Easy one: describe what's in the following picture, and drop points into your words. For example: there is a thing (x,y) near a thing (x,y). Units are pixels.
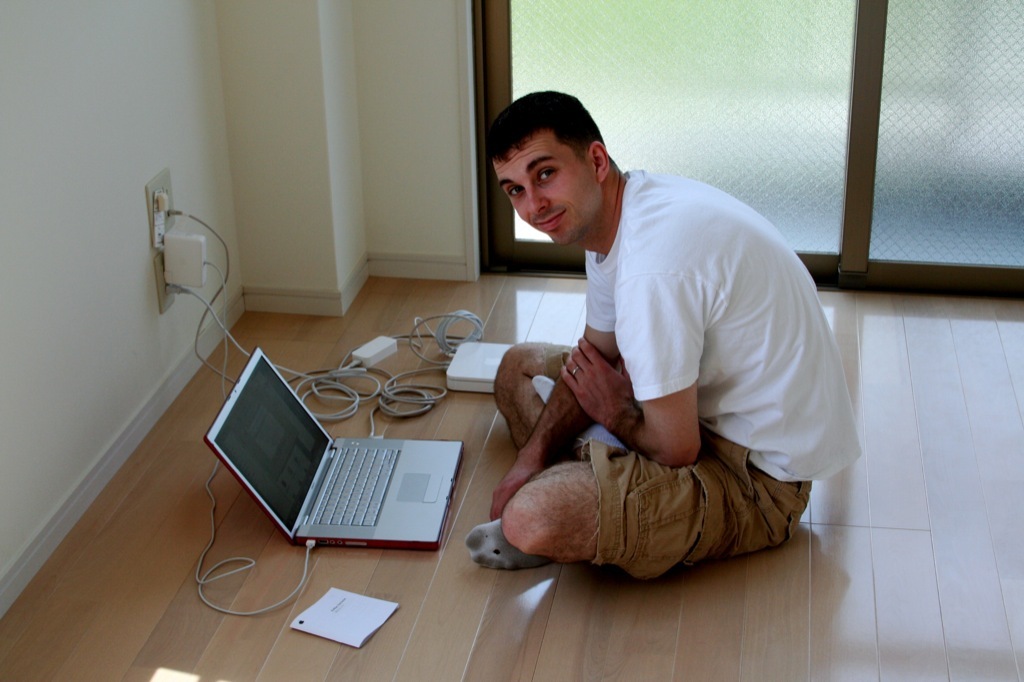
In this image we can see a person (629,434) sitting on the floor (514,593). In front of him there is a laptop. There are wires (401,389). There is a paper (332,597). In the background of the image (778,24) there is a glass door (627,60). There is wall (176,112). At the bottom of the image (646,642) there is floor (678,642).
